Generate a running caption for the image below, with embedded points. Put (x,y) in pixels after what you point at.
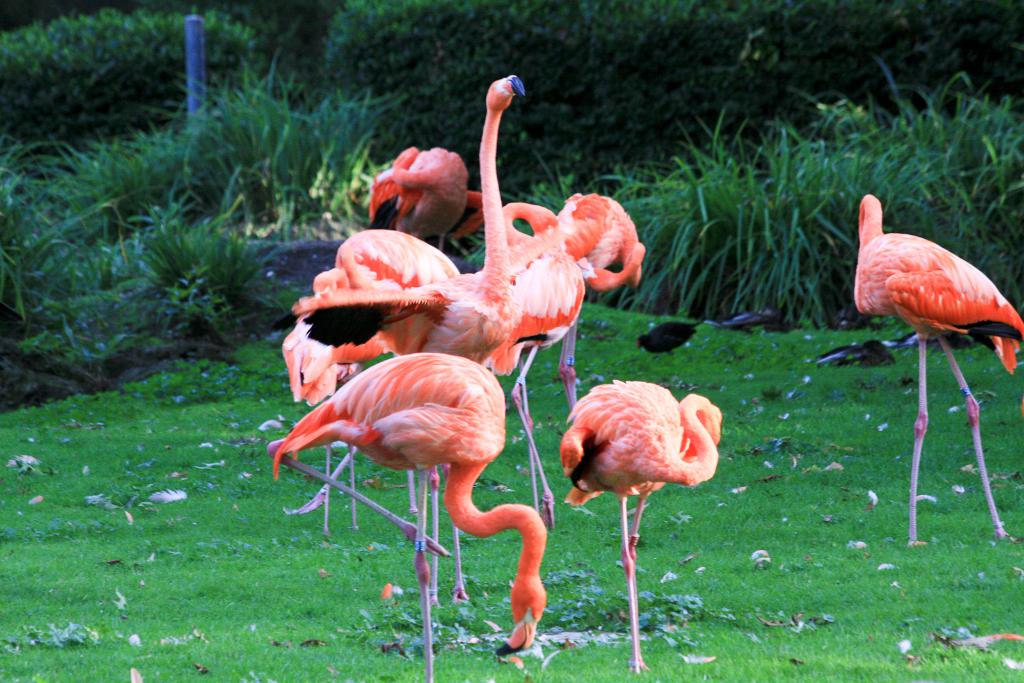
In this image there are flamingos (443,456) standing on the grass (671,527), and in the background (845,357) there is a bird (860,353), grass (825,366), plants (265,187).
